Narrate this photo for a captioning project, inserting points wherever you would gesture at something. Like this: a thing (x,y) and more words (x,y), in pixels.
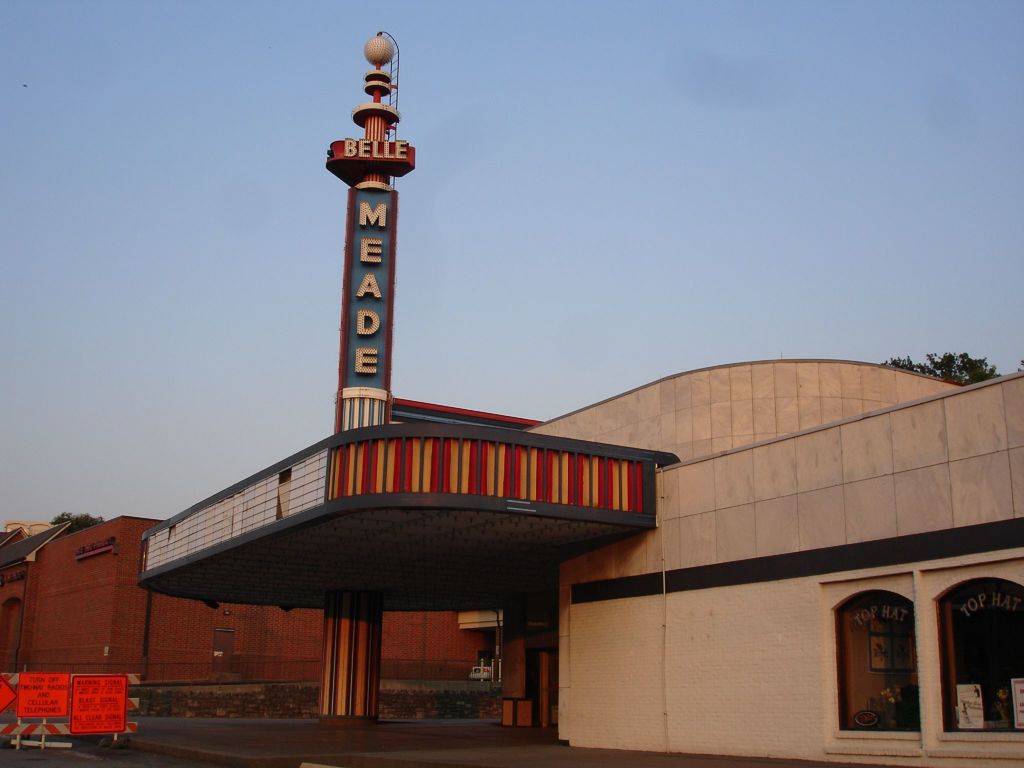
In this picture there are buildings (726,505) and there is a text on the building (372,510). On the right side of the image (957,695) there are posters (1023,722) on the mirror (1013,610) and there are frames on the wall (841,586). At the back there are trees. On the left side of the image (28,682) there are boards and there is a text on the boards (2,686). At the top (108,150) there is sky (168,173). At the bottom (134,763) there is a road (223,763).
